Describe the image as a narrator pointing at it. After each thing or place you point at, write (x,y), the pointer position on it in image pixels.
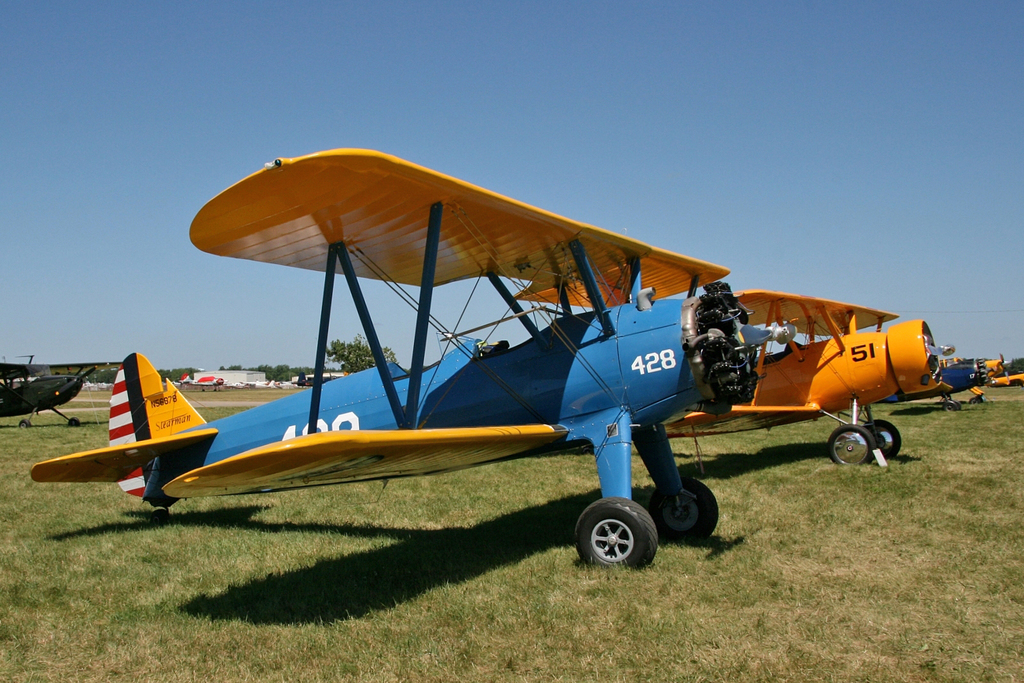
In this image, I can see the aircraft (698,426), which are parked. This is the grass (657,581). I can see a tree (343,349). In the background (240,375), there is a building (254,379). Here is the sky (320,69).
